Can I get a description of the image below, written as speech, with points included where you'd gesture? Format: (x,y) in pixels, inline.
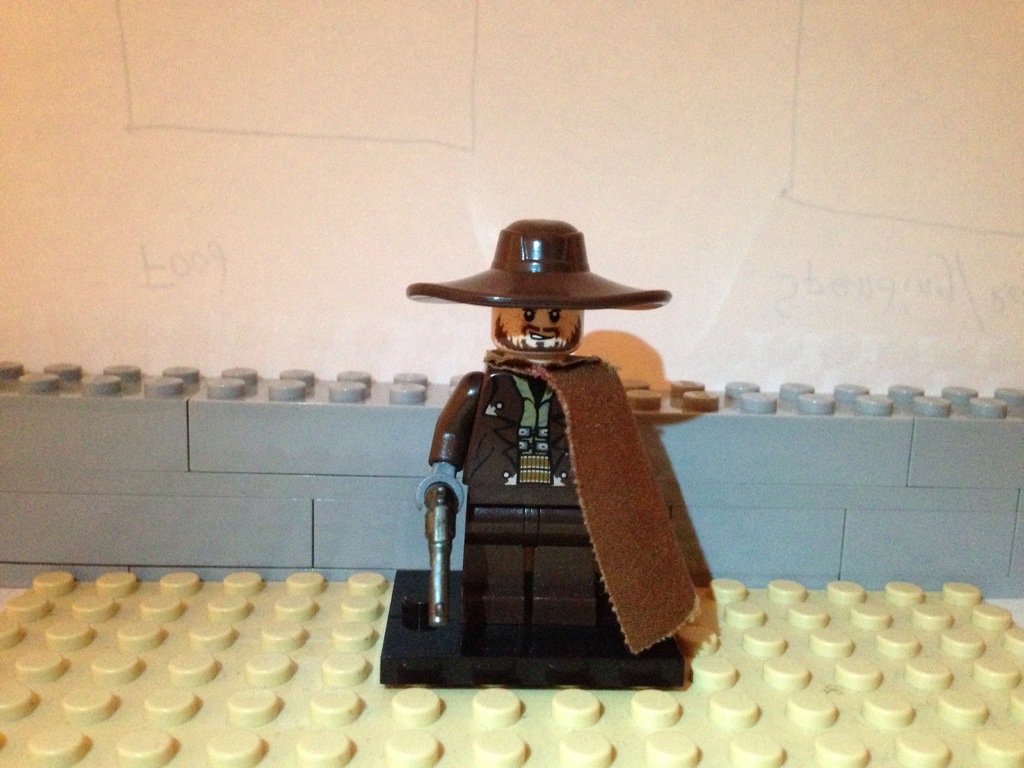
In the picture we can see a doll (592,440) of a cowboy (495,573) which is brown in color with a cloth (677,603) to it and a hat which is brown in color and holding a gun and standing on the yellow color surface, behind it we can see a wall (482,218) which is cream in color.
